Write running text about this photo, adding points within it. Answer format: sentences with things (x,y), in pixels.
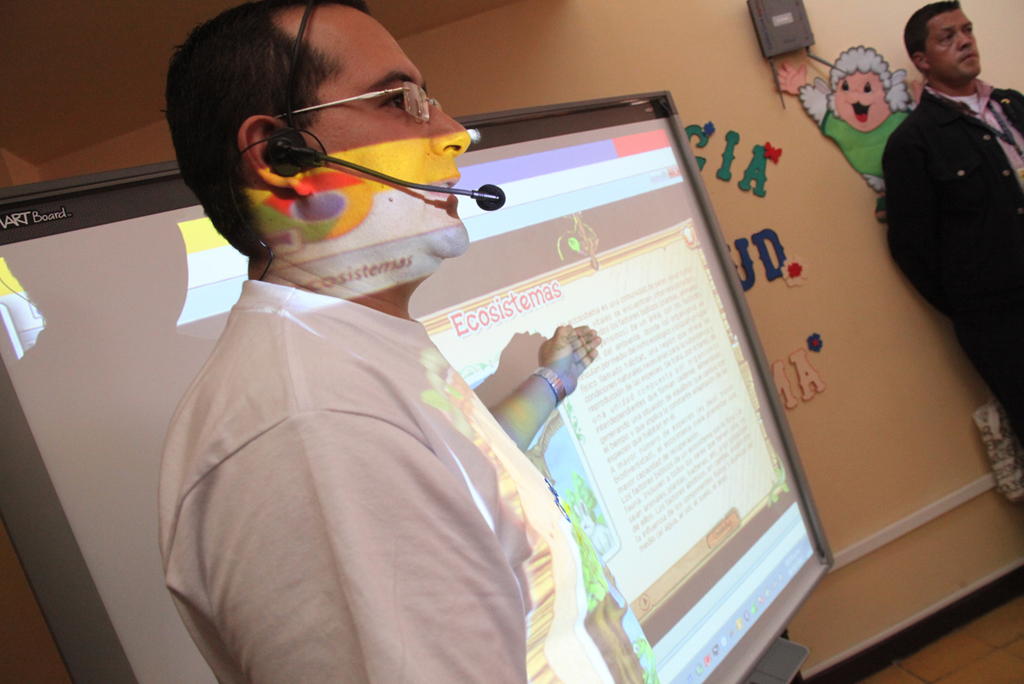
In this image in the front (342,378) there is a man (350,383) standing and wearing a mic (413,186) and speaking, explaining the details by showing his hand (543,383). On the right side (972,154) there is a person (993,167) standing. In the center (564,252) there is a monitor (621,323) and on the monitor (640,376) there are some texts (641,444) displaying. In the background (795,216) there is wall (767,203) and on the wall (788,197) there is some text (763,170) written on it and there is cartoon drawing (858,121) on the wall (805,147).
